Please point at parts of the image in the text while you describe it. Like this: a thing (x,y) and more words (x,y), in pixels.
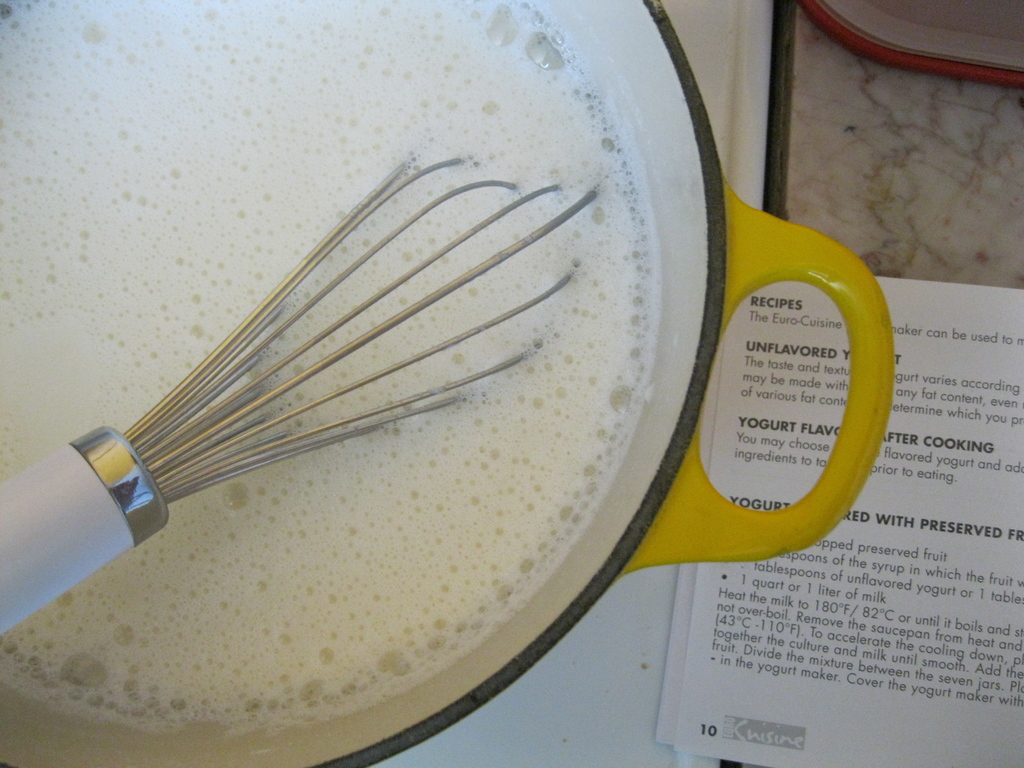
In this image we can see a bowl (473,330) in which there is liquid (203,205) which is in white color and we can see a churner (10,511) in it, on right side of the image (874,479) there is a paper (787,690) on the surface (897,198).
